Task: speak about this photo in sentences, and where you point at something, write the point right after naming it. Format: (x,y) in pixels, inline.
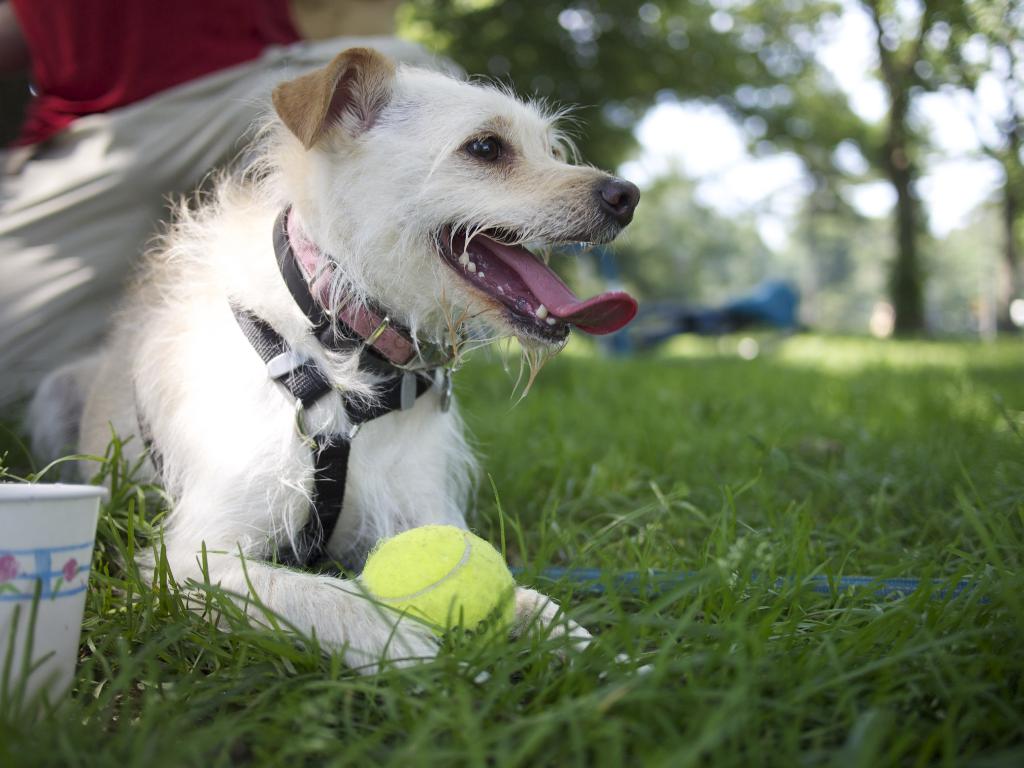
In this image I can see a white colored dog (379,202) is laying on the grass (595,460) and I can see a ball (384,591) over here. I can see belts (374,415) to its neck (387,302) which are black and pink in color and I can see its ears (344,67) are brown in color. In the background (172,95) I can see a person (131,78) wearing red t shirt (108,65) and white pant (130,160), few trees (628,96), a blue colored object (628,341) and the sky (753,161) and to the left side of the image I can see a white colored cup (4,497).
